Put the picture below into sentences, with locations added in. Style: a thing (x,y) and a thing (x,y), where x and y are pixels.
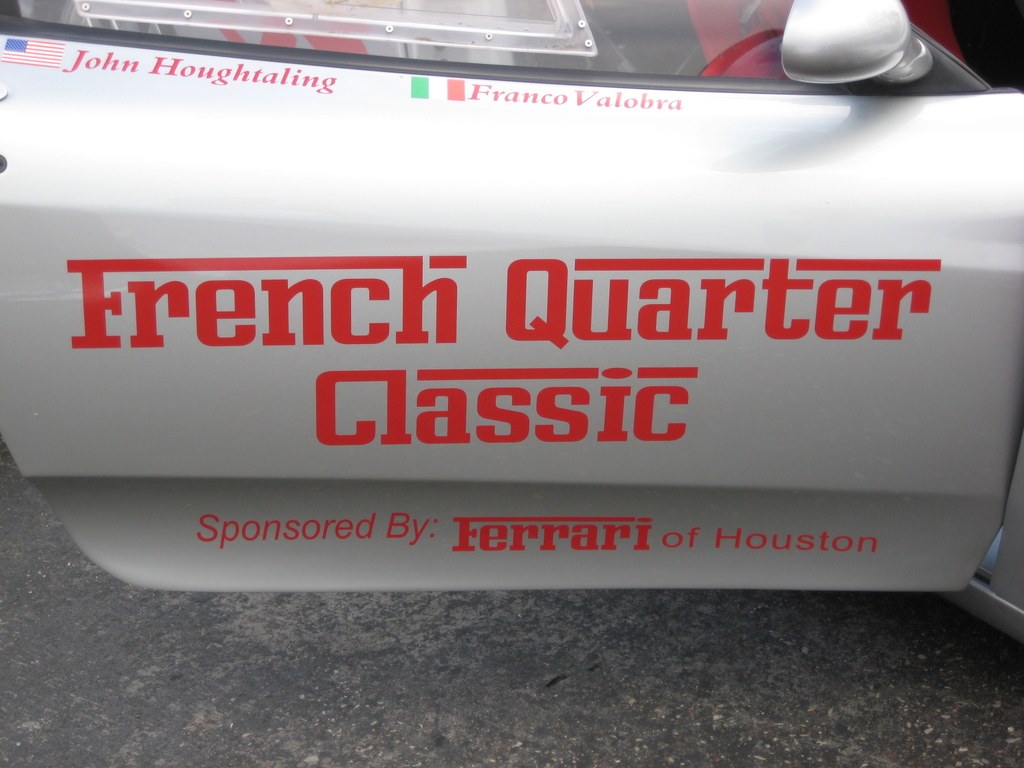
In this picture we observe a car door (283,161) on which French Quarter Classic Sponsored by Ferrari of Houston.
